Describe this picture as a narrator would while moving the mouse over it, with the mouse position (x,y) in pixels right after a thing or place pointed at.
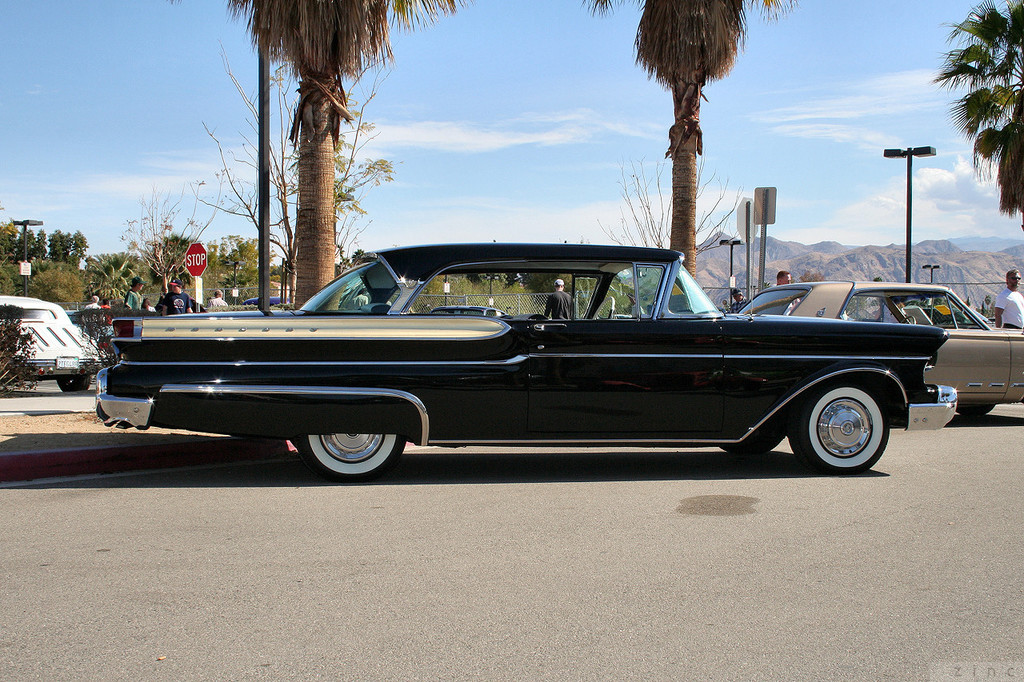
In this image we can see a few vehicles (415,394), there are some people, trees (384,161), plants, poles (908,186), lights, boards (756,208), mountains (863,255) and the fence (214,290), in the background (371,216) we can see the sky (290,73) with clouds (859,224).
